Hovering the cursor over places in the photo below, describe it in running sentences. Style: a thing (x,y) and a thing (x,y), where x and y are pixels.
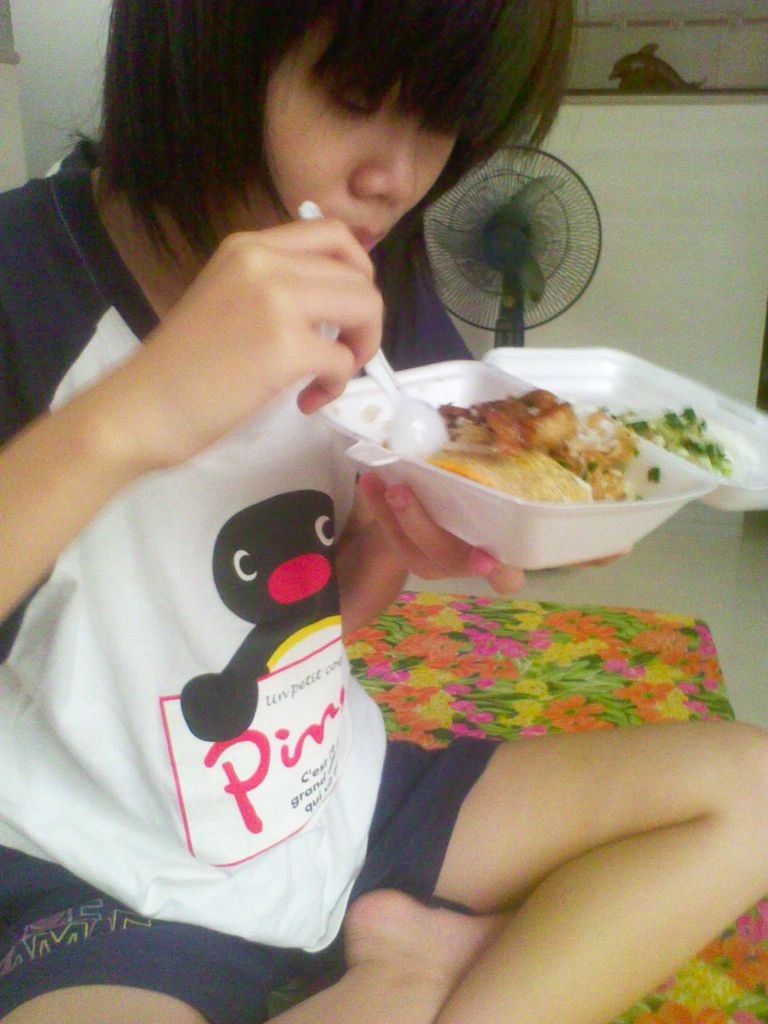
In this image in front (114,420) there is a person (29,879) sitting on the bed (565,666). She is holding the food item (488,455) and a spoon (417,439). Behind her there is a fan (492,313). There is a wall (719,204). At the bottom of the image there is a floor (699,569).
